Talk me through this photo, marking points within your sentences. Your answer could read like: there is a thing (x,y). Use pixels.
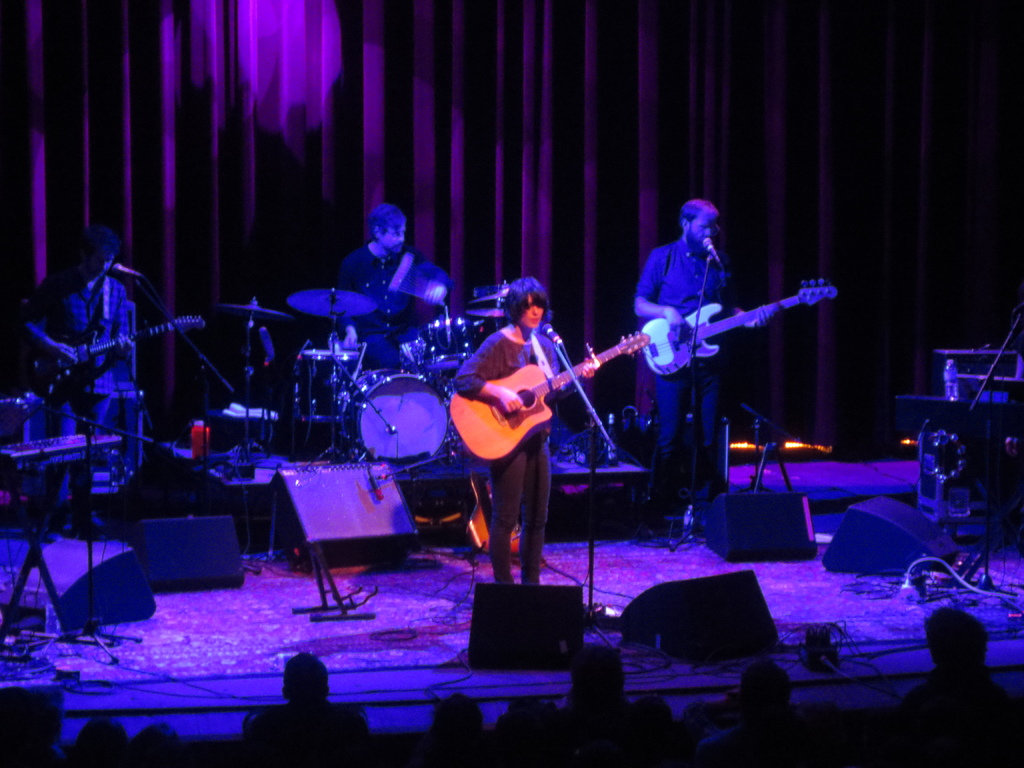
Persons (678,438) are playing musical instruments (433,388), here there is speaker (624,623) and here there is crowd (643,721).
